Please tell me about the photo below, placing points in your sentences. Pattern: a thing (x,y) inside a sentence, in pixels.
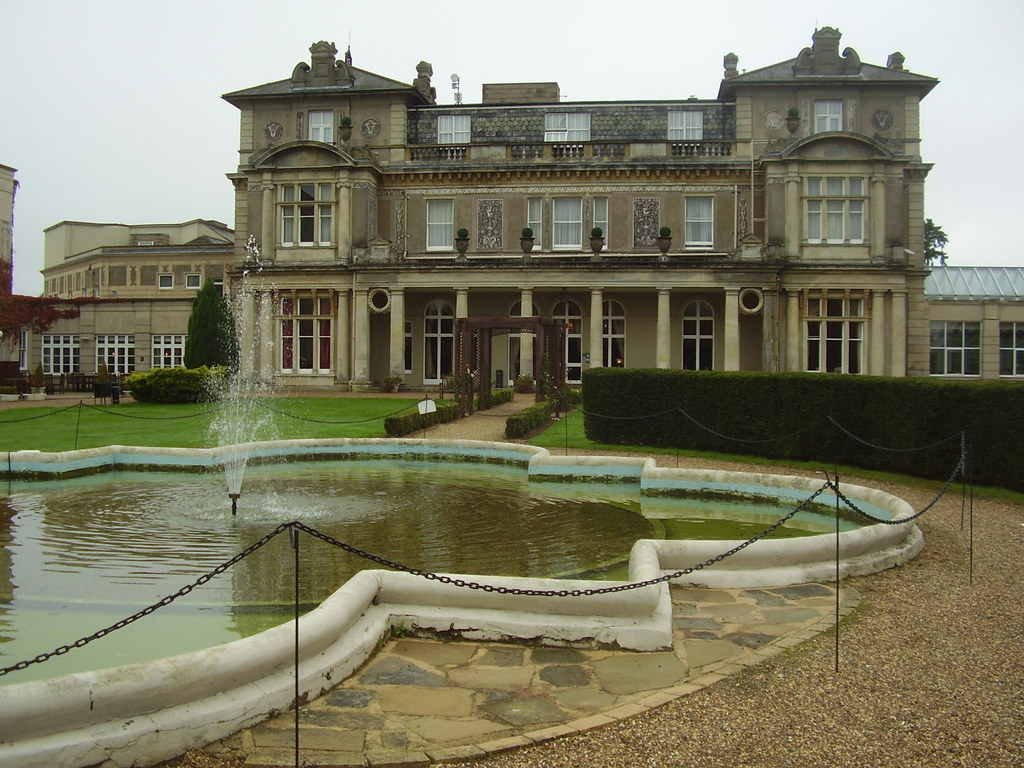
In this picture we can see a water fountain (240,541) and chains (711,563) in the front (586,597), there are some bushes (592,439), grass (318,430), a tree (229,350) and an arch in the middle (513,379), in the background (646,353) there are buildings (787,282) and plants (522,380), we can see the sky (617,15) at the top of the picture (568,40).
